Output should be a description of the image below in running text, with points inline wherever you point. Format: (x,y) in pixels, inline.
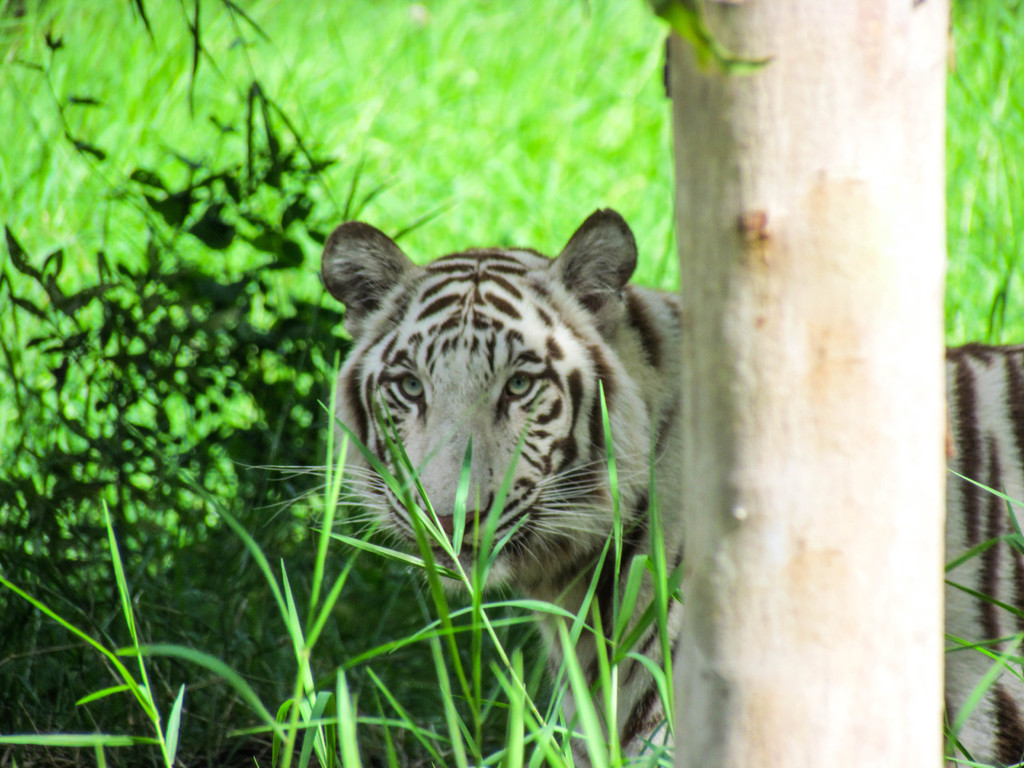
In this image we can see a tiger (645,688), wooden stick (755,390), plants (242,502), and grass (517,236).
